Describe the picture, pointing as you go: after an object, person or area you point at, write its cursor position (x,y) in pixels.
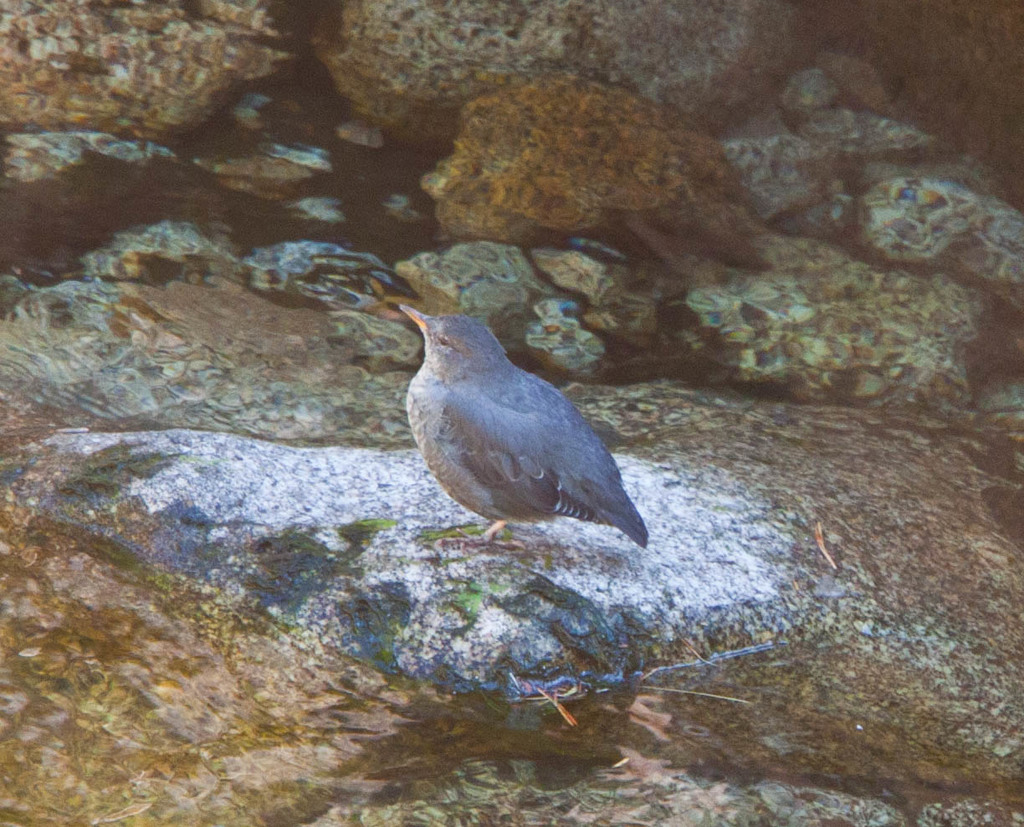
In this picture I can see a photo of a bird (466,421) and rocks (388,451).
